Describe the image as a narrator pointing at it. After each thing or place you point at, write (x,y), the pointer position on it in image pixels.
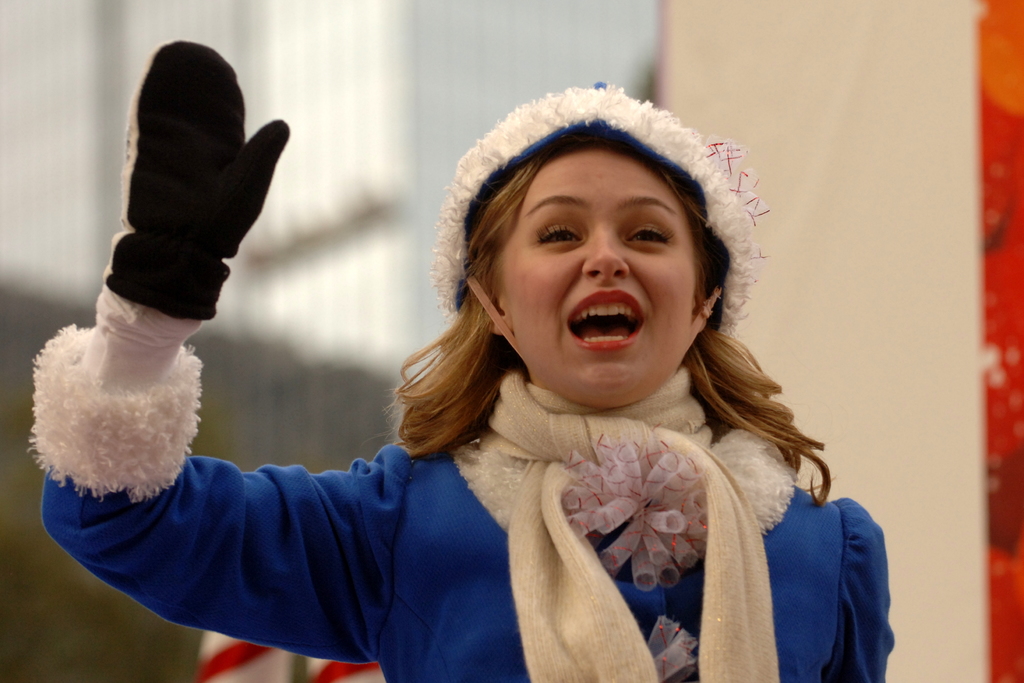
In this image in the front (423,373) there is a woman (564,443) having some expression on her face (524,338). In the background (836,245) there is a wall (838,254) and there are objects (255,658) which are white and red in colour.
